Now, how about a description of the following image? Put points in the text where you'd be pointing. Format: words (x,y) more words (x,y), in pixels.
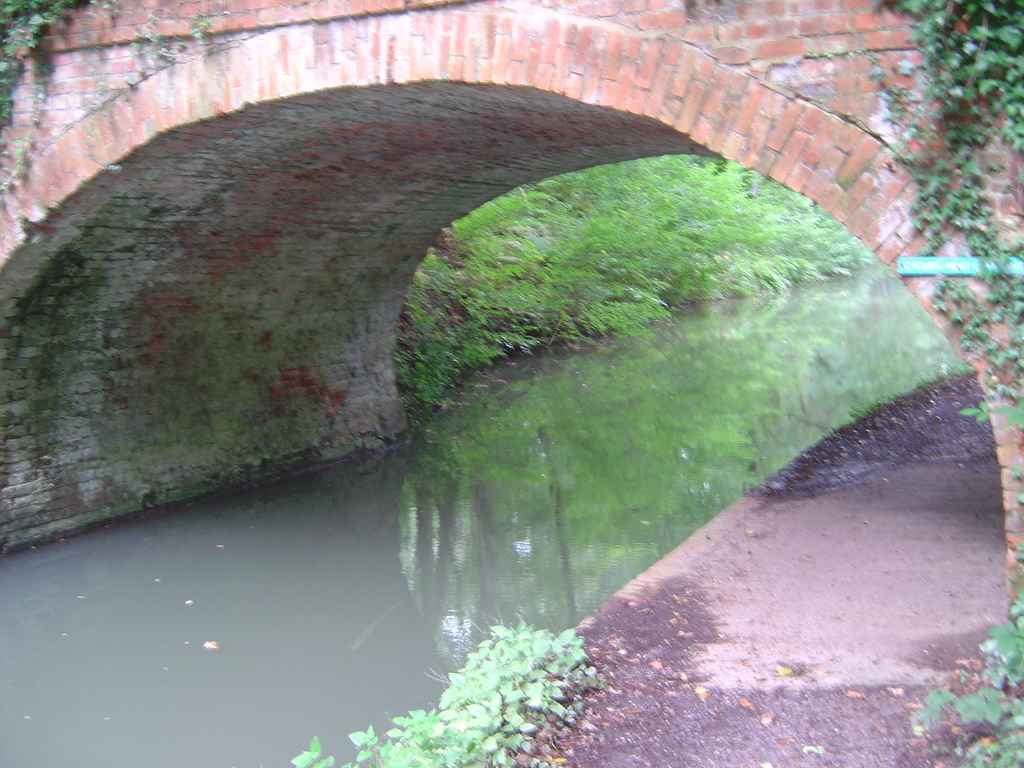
In this image there is a drainage water area (428,547) at bottom of this image (406,615) and there are some plants (631,266) in the background (589,252). There is a bridge (374,135) at top of this image (360,130).
